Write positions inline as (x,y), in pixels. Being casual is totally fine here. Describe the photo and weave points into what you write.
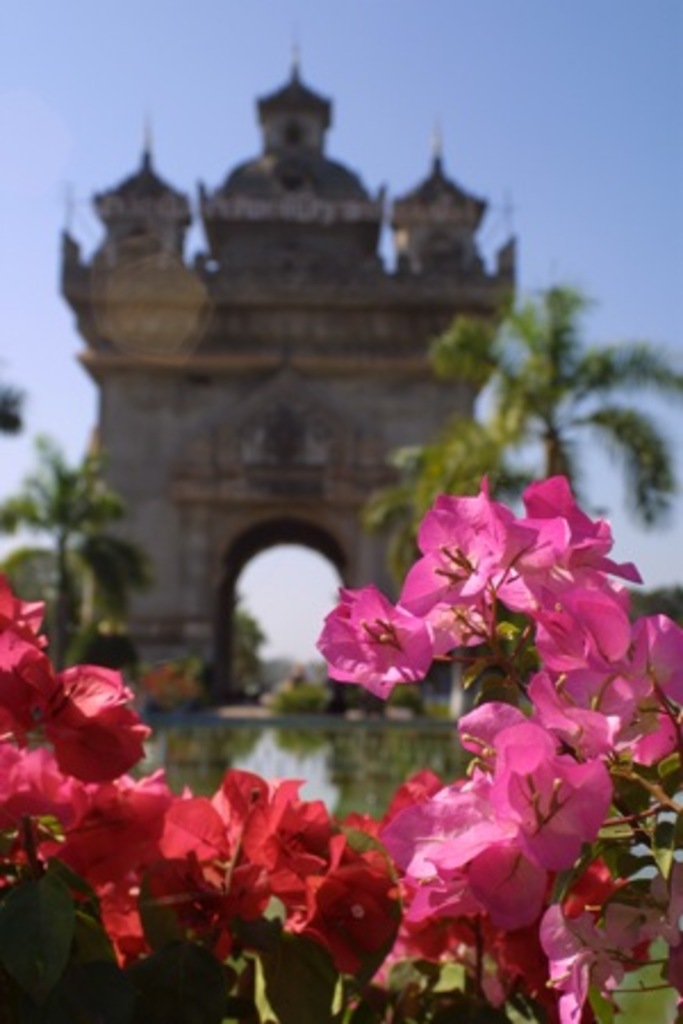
In this image, I can see a colorful flowers (240,893). I think here is the water (315,760). This looks like a building (354,445) with an arch (278,538). These are the trees (108,492).
